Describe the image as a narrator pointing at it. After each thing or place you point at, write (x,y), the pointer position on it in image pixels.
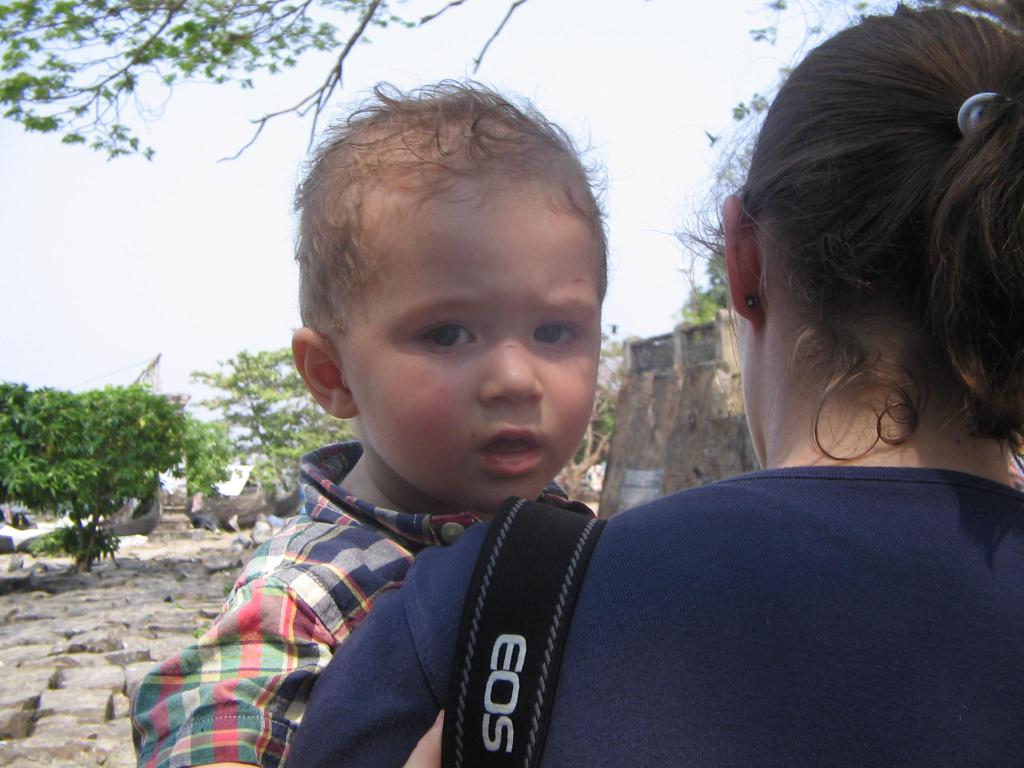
In this picture there is a woman (742,718) wearing blue color t-shirt (682,605) and holding the small baby (469,462) on her shoulder (428,643) and he looking into the camera. Behind we can see trees (306,440) and brown color wall (705,438).
